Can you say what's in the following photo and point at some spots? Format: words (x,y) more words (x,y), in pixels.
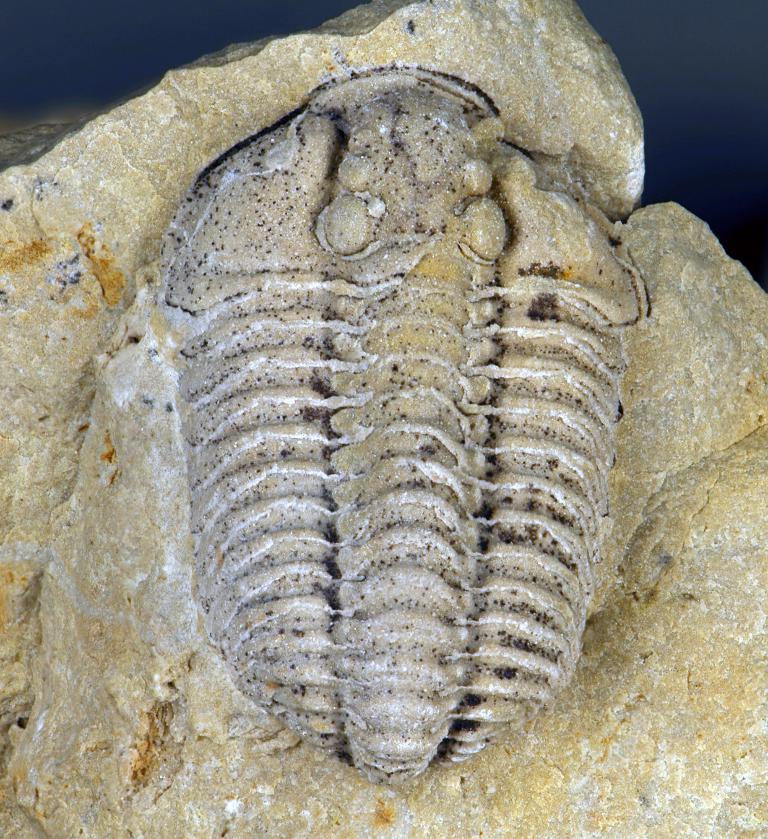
This image consists of mold fossil (213,377). It is in pale brown color. The background (28,50) is black.
